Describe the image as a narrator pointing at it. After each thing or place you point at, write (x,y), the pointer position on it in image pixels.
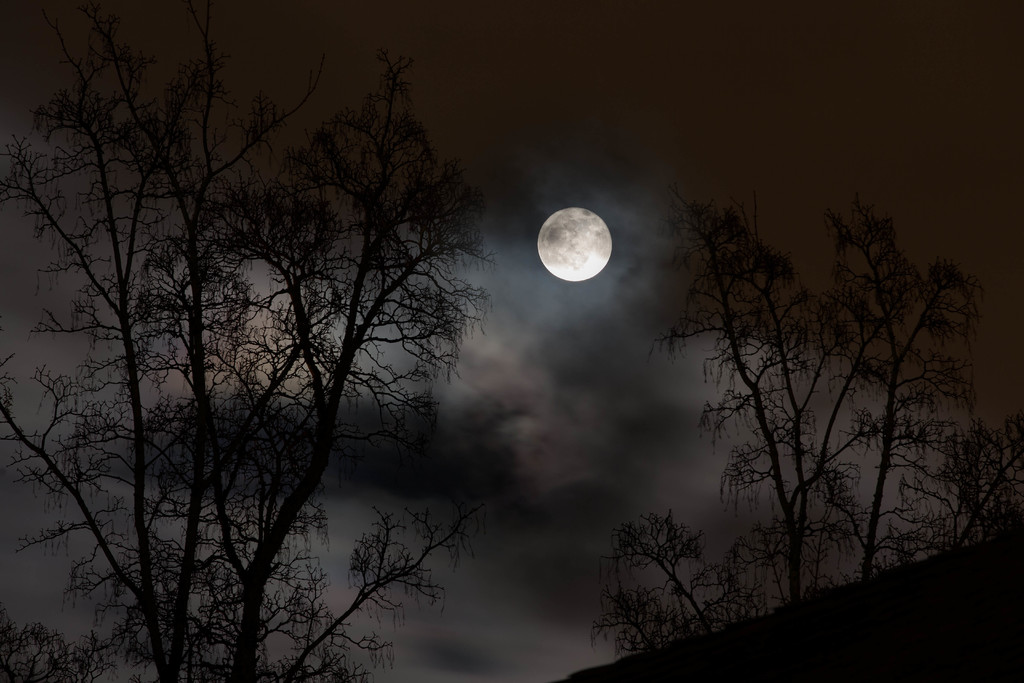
This picture is clicked outside. In the foreground (919,410) we can see the trees (887,405) and the ground (880,613). In the center (604,247) there is a moon (602,262) in the sky (526,240) and the sky (587,406) is full of clouds (487,539).
